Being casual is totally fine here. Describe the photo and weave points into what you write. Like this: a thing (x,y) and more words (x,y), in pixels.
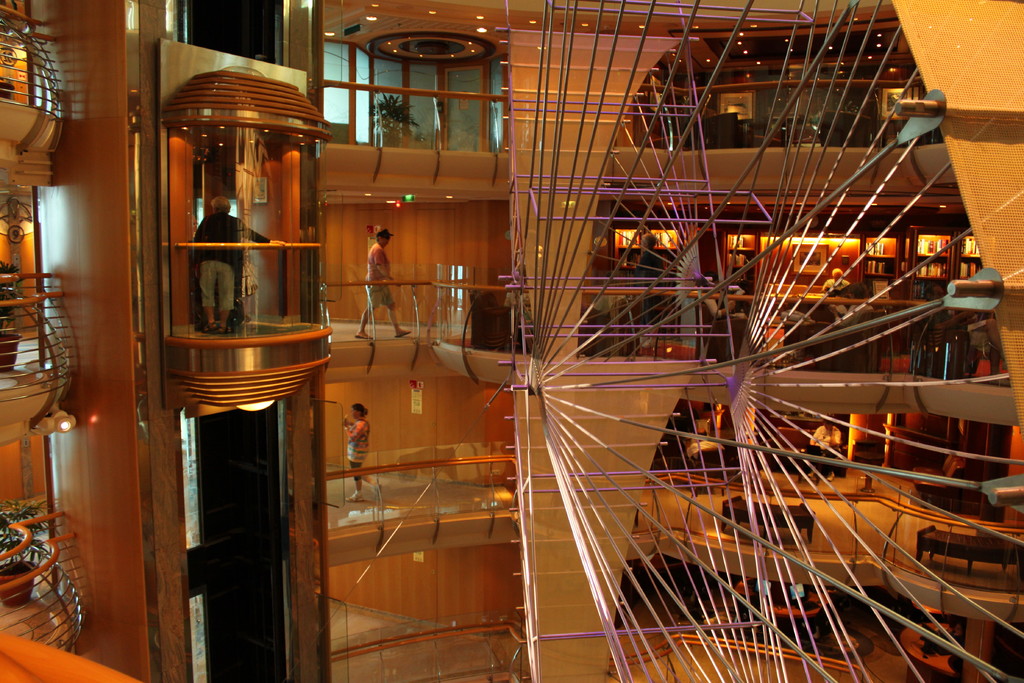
The picture is clicked inside the building (337,336). On the left (24,504) there are house plants (15,293), railing (16,354) and lift (231,382). In the center of the picture (374,272) there are people (378,272), railing (359,284), plants (411,120), couches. On the right (801,239) there couches (819,319), lights (814,242), frames (807,253). In the foreground (720,375) there is an iron object (611,628). In the lift (256,214) there is a person (239,235) standing.
